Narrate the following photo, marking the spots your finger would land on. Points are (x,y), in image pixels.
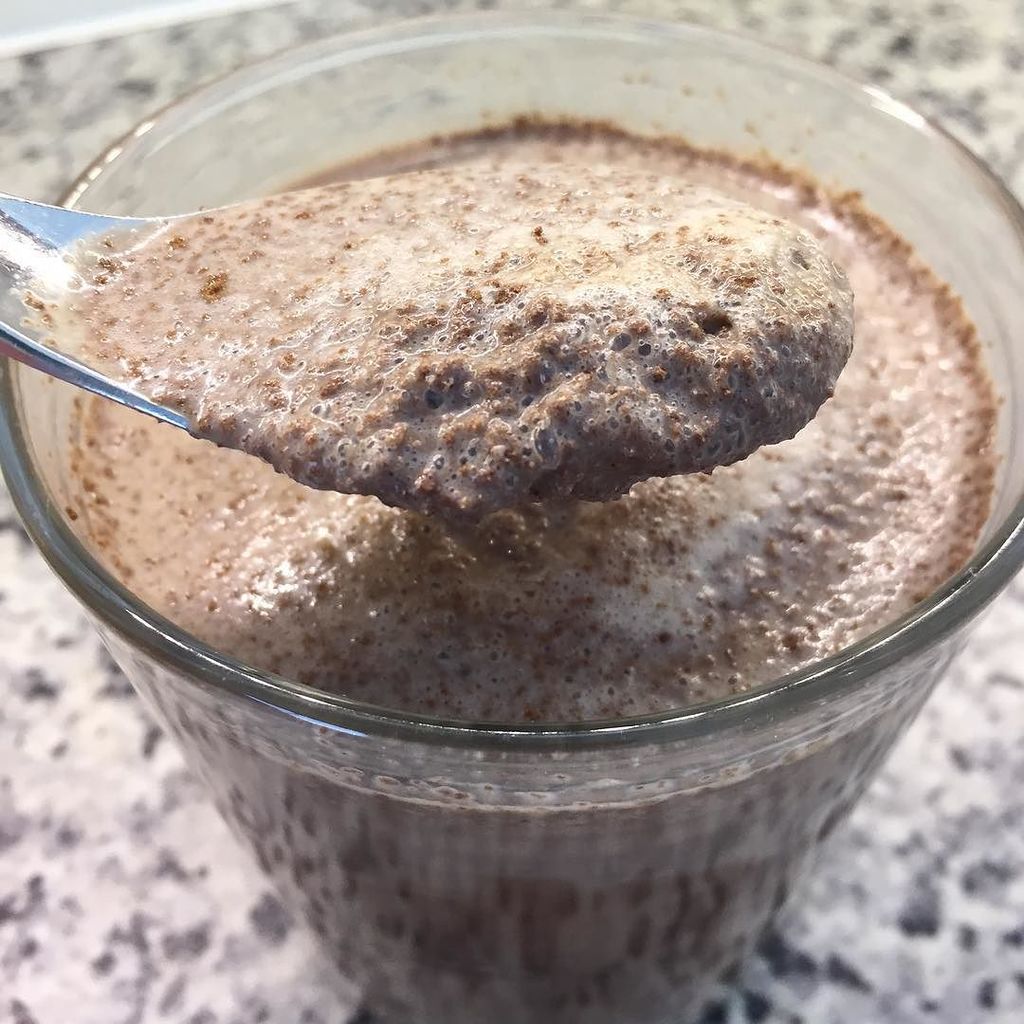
In this image there is some food item (527,506) in a glass (542,742) with a spoon (31,360) on it and the glass (499,745) on the marble platform (198,907).
